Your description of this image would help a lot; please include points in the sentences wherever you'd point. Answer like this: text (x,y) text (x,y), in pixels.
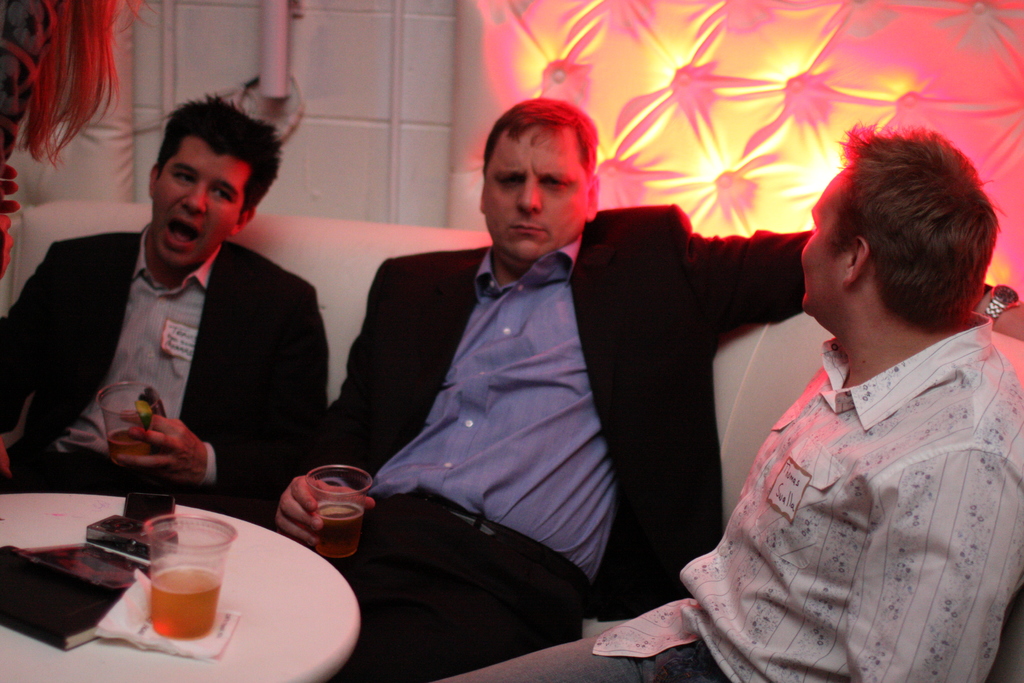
In this image we can see three persons (524,424) sitting on the sofa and two of them are holding beverage glasses (341,469) in their hands (181,425). In the background (305,93) we can see walls (425,92), books (6,599), tissue papers (160,643), table (252,625) and a beverage glass (195,581).
